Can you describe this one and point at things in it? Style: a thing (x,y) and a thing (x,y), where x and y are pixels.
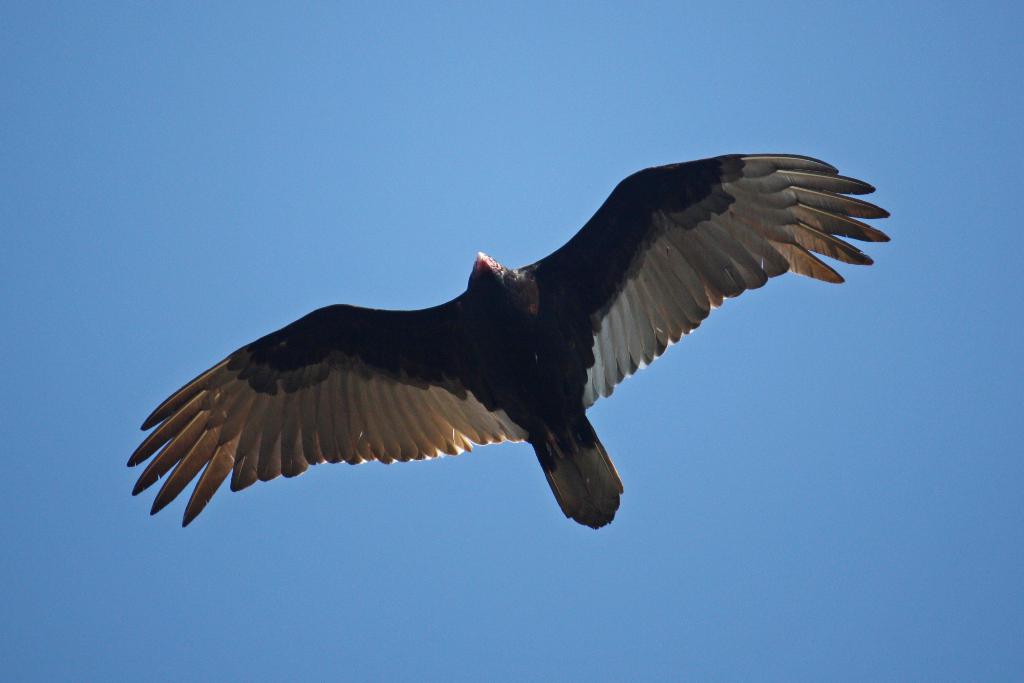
In this picture we can see a black and grey color big vulture (607,395) flying in the sky (669,426).
